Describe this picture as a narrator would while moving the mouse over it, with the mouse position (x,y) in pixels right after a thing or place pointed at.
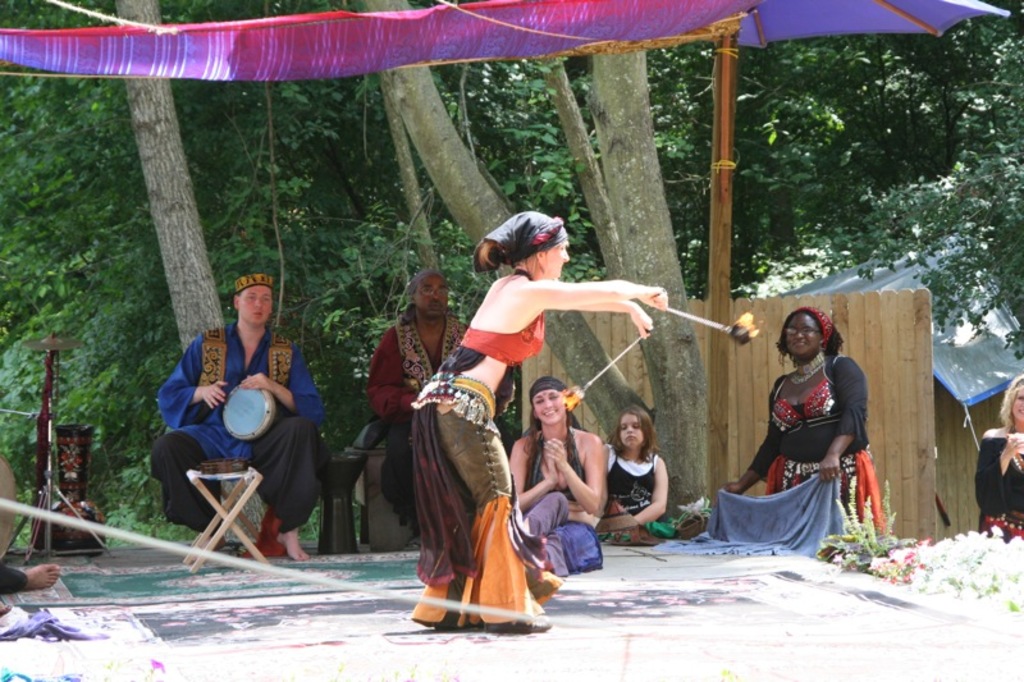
There is a group of people (434,405). The center of the woman (475,468) is standing. She is playing. We can see in the background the beautiful nature like trees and tent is there. On the left side (296,434) we have a blue color shirt person (276,421). He is sitting in a chair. He is holding a hand drum (237,419).
